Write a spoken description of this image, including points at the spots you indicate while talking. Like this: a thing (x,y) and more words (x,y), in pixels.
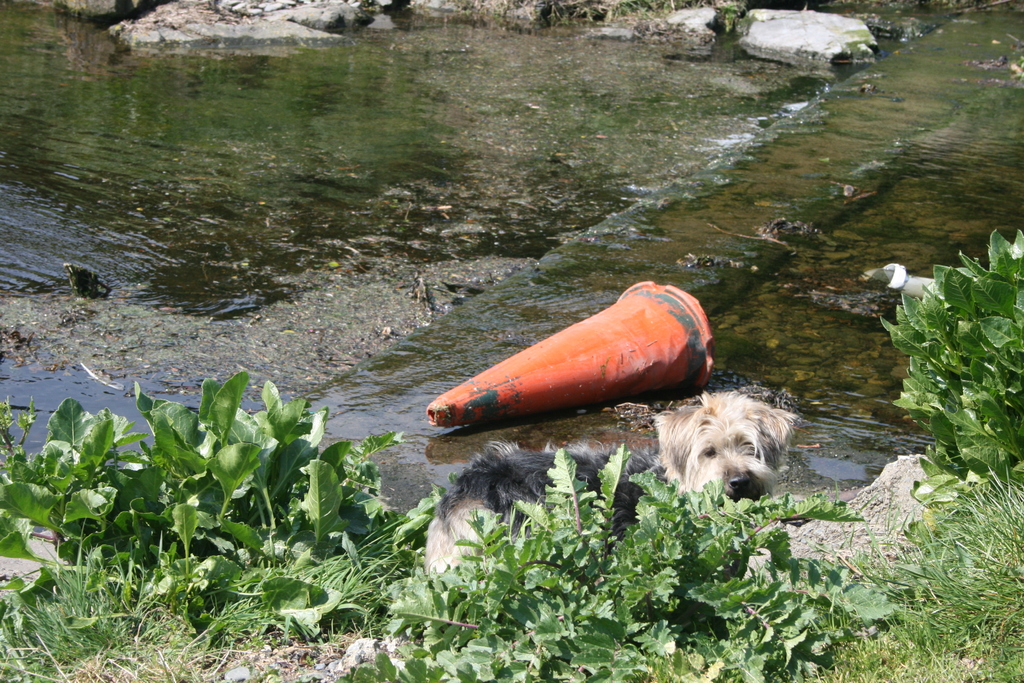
In this picture there is a dog (771,425) behind the plant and there is an object (674,301). At the back (330,43) there are rocks (615,31). At the bottom (458,543) there are plants (46,516) and there is grass (974,628) and water (238,321).
